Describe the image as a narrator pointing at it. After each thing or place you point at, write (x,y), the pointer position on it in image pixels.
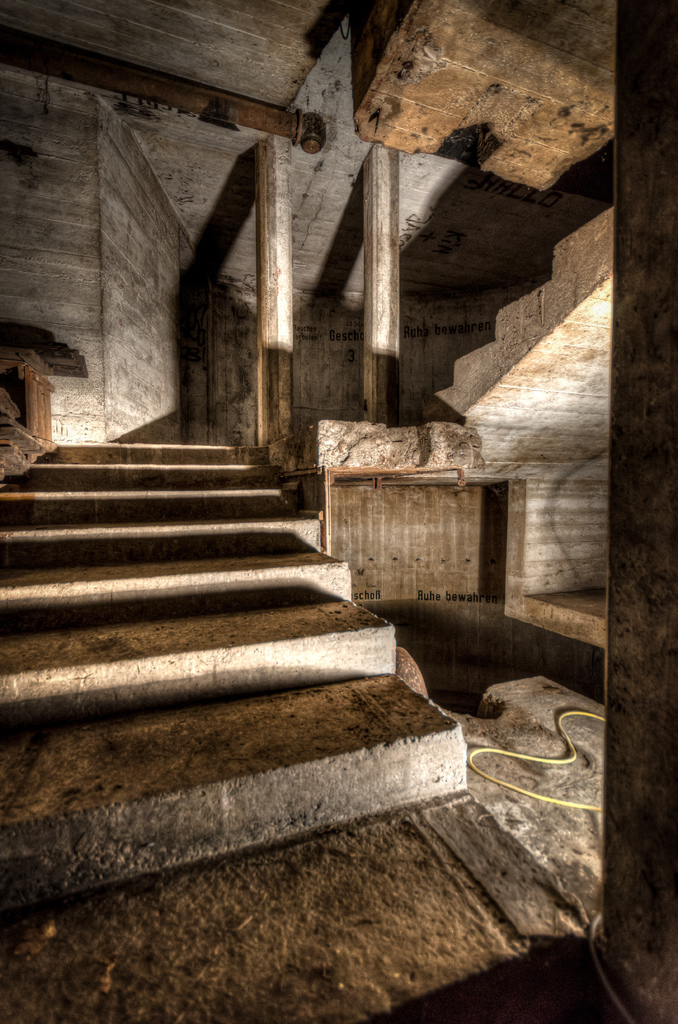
In this image we can see steps (298,549). Also there are pillars (369,183). In the back (331,316) there is a wall (345,242). On the floor (504,780) there is a pipe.
